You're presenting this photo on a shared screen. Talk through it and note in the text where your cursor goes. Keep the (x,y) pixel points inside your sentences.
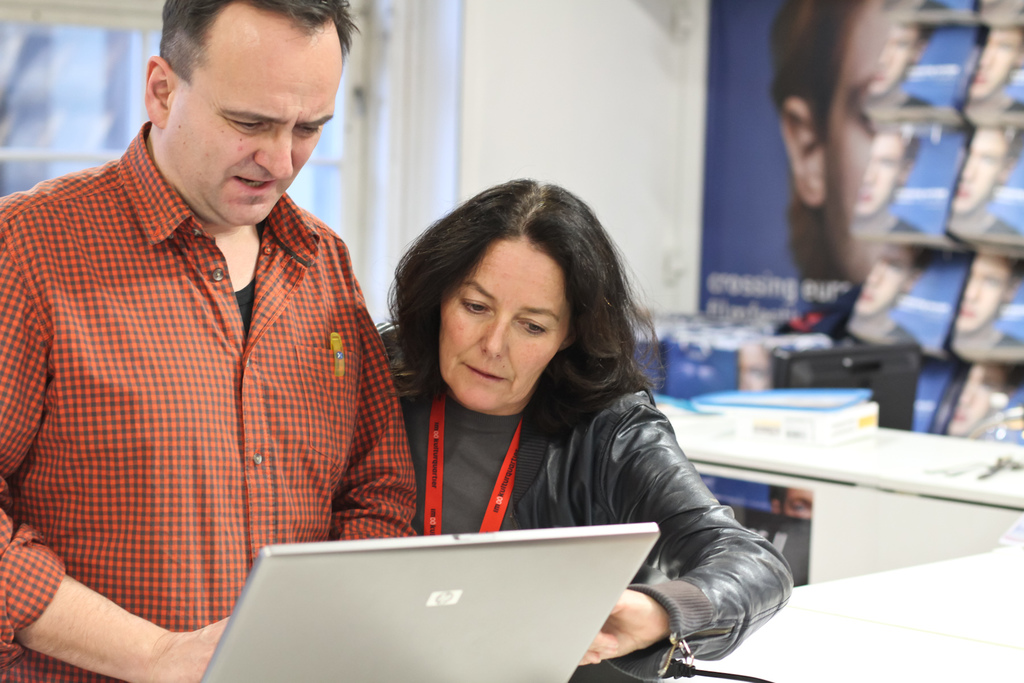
In this image, we can see people (259,384) using laptop (479,561) and one of them is wearing an id card (515,441). In the background (603,104), there are posters (774,135) and we can see some objects (840,423) on the table (964,451) and there is a wall (557,92).
